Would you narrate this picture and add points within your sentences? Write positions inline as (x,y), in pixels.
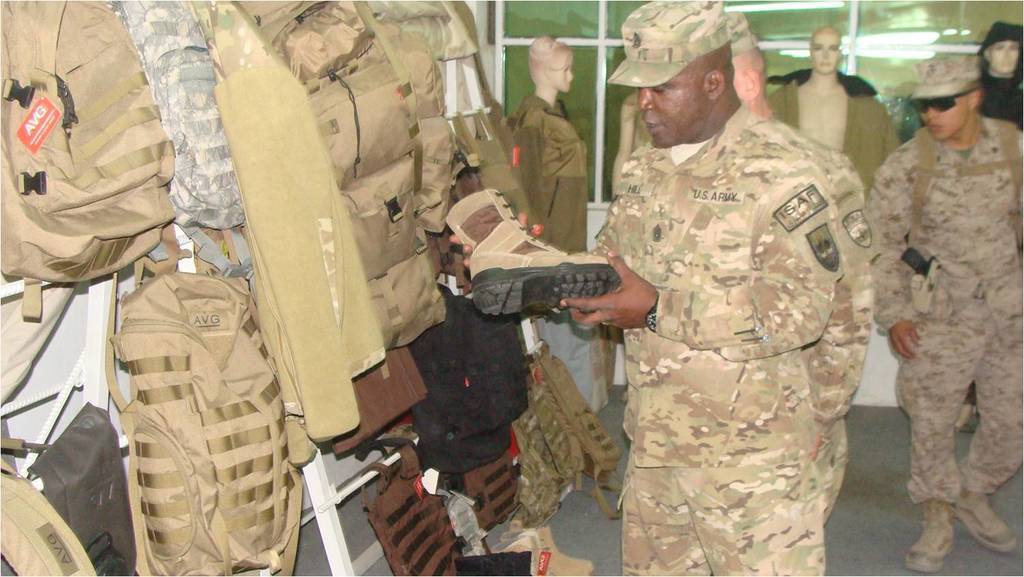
In this image I can see group of people (988,249) wearing uniform (973,197) which are in brown and green color, the person (658,126) standing in front (693,126) holding some object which is in black and brown color. In the back (519,59) I can see glass window (520,27).
